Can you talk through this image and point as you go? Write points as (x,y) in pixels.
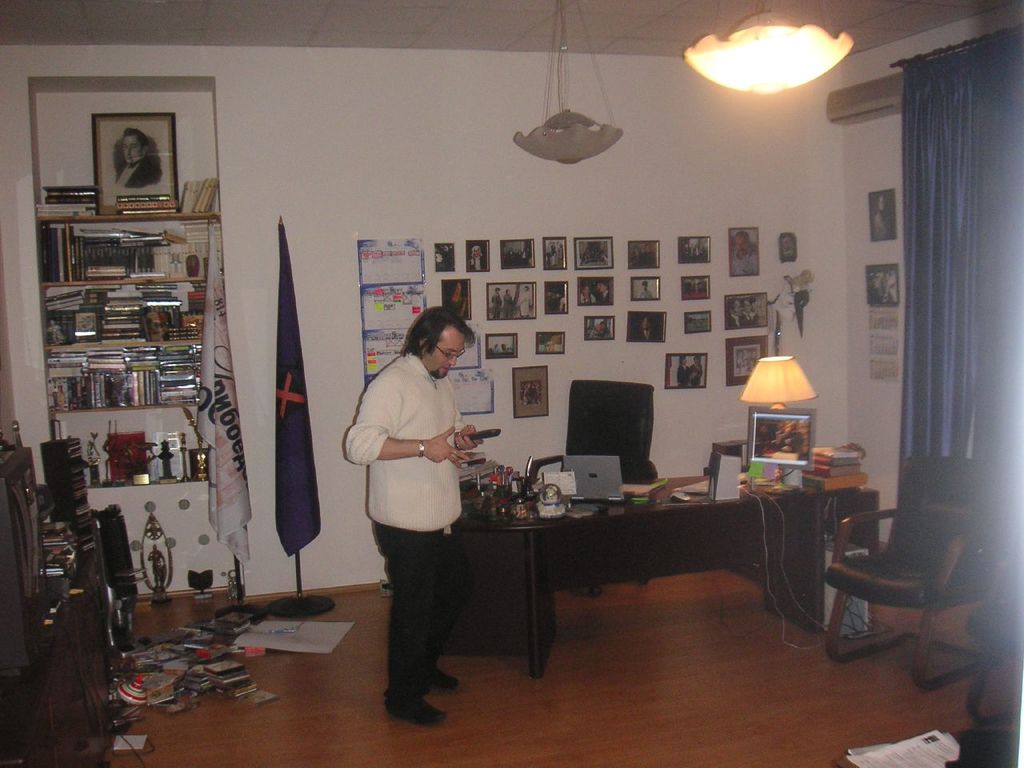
In this image i can see a man (414,427) standing and holding remote (476,430) at the back ground (602,393) i can see a chair (619,418), a laptop (597,483), bottles (509,501) and a frame (766,445) on a table (713,506) there are few frames (639,320) attached to a wall (413,104) there are two flags (293,403), there are few books (129,385), a frame (110,185) in a rack (173,318) at the top (788,78) there is a light (807,64) at right (912,149) there is a curtain (948,196).
